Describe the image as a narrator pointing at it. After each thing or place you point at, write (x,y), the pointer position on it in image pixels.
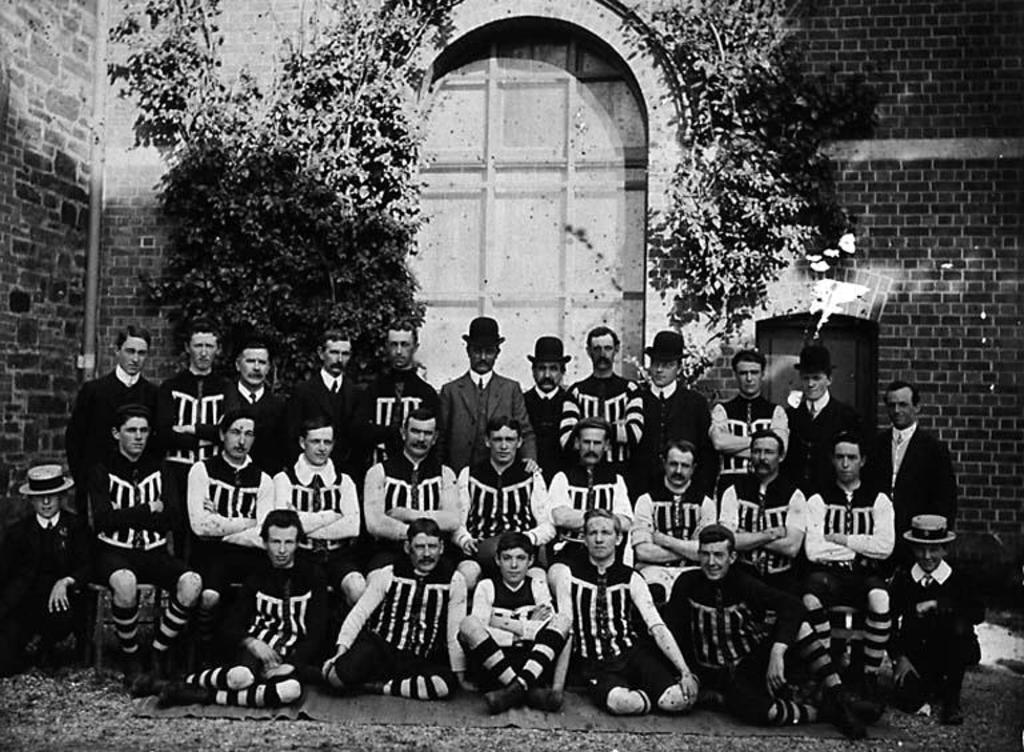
This is black and white image, we can see a few people (633,556), ground (291,738), mat (573,720), wall (574,15) with arch (654,177), door (543,49), and plants (793,185).
